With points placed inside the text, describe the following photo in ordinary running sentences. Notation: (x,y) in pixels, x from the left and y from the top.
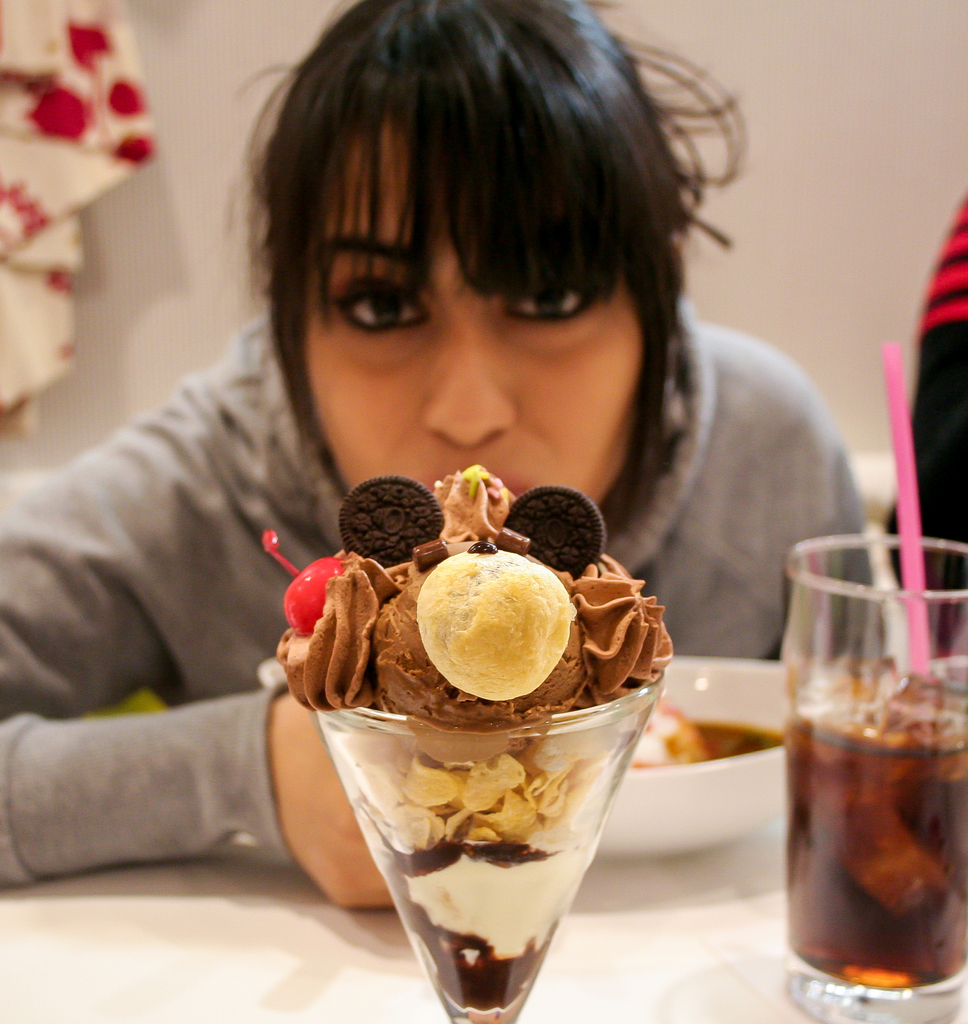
In this image, we can see a person (97,707). We can see a table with some objects (713,781) like a few glasses (583,775). We can see the wall (840,260). We can also see an object (967,289) on the right (930,325). We can also see an object (34,350) on the top left (115,159).
